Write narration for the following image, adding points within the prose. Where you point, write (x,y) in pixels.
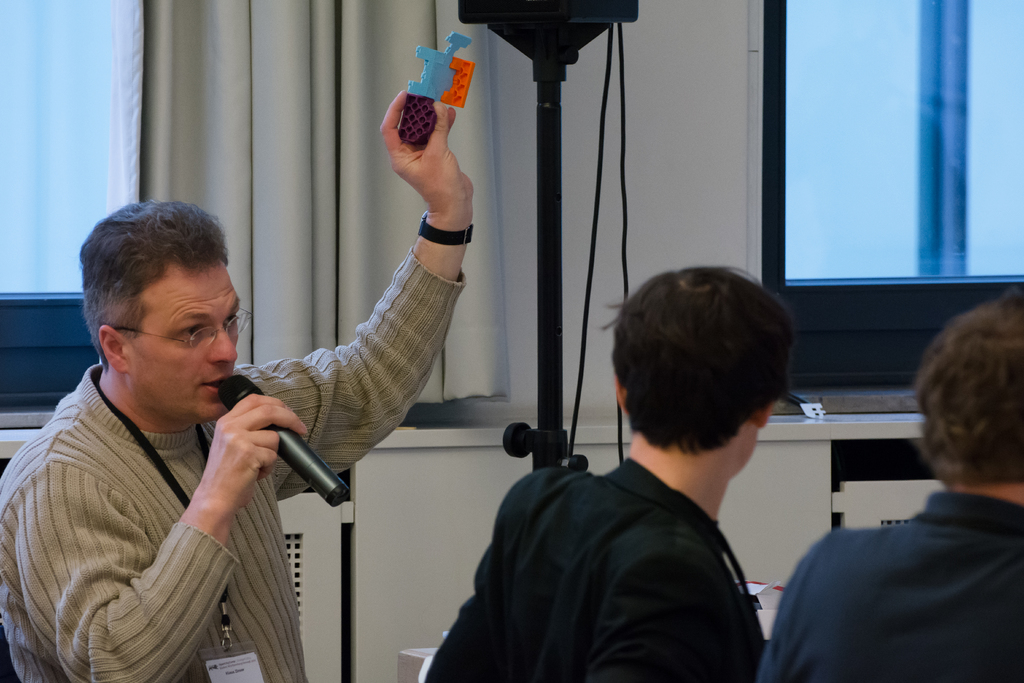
3 people (616,541) are sitting. the person (267,550) at the left (210,478) is holding microphone (242,394). behind them there are curtains (228,147).
